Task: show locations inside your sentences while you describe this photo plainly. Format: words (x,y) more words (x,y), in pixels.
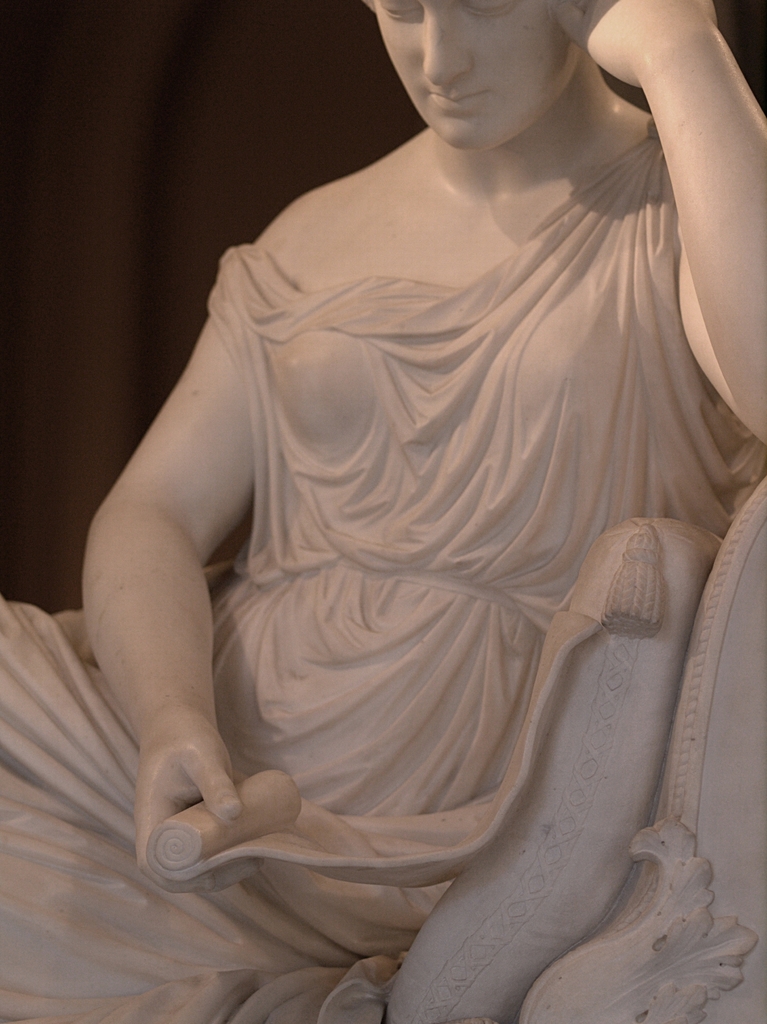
In this image we can see a sculpture (446,586) of a person (369,808). A sculpture (441,612) is made of a white stone (396,611).
